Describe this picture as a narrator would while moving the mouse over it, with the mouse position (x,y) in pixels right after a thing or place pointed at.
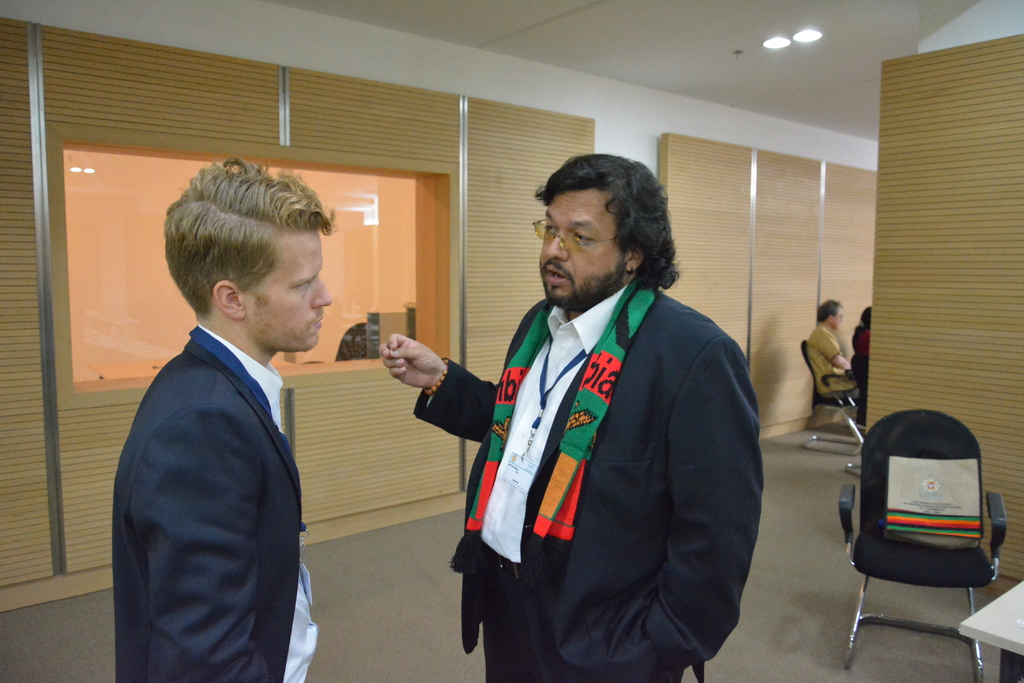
In this image we can see two persons (155,467) wearing black blazers (211,432) are standing and looking at each other. In the background (965,535) we can see a chair (910,548), bag (934,485) and a wall (477,281).
